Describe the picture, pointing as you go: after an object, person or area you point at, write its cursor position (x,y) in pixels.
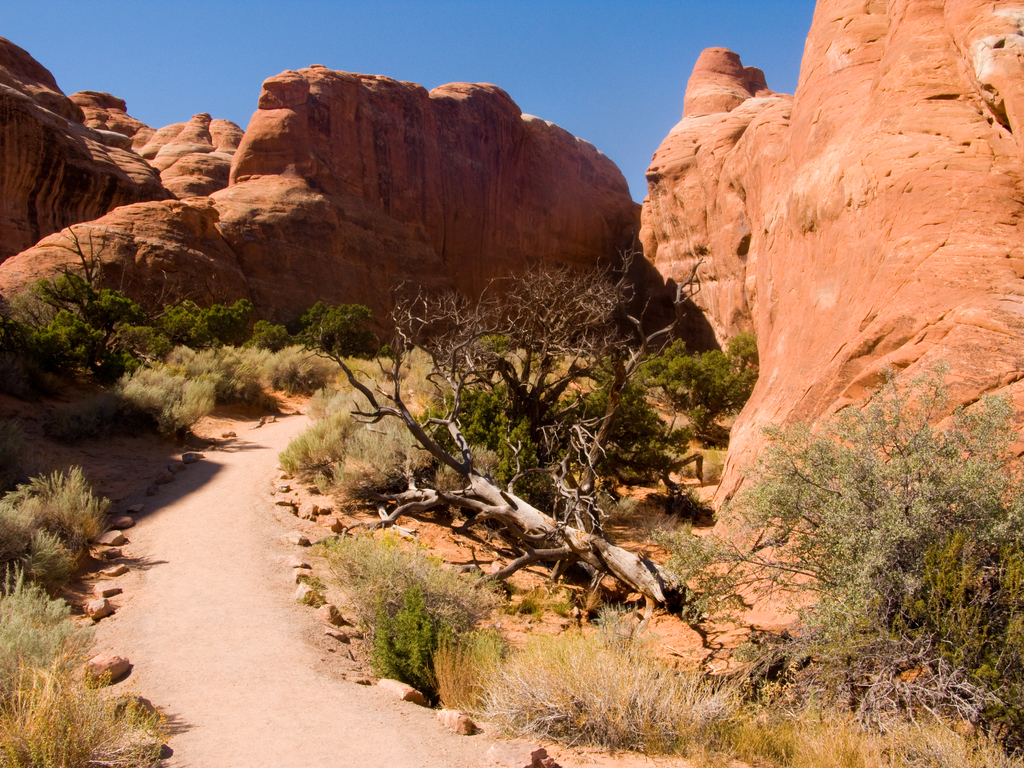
In this image I can see trees (548,473), grass mountains (435,479) and the sky (780,57). This image is taken may be during a day.
